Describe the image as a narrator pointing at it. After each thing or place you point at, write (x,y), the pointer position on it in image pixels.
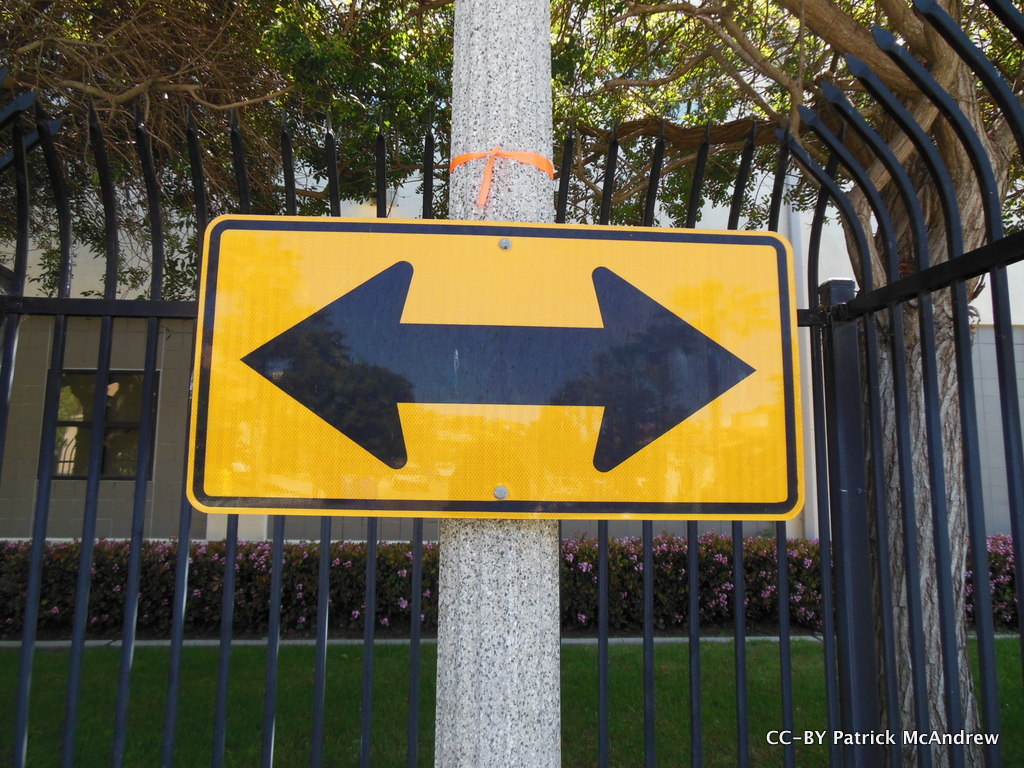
This picture is clicked outside. In the center (457,465) we can see a yellow color sign board (461,227) attached to the pole (494,718). In the background (833,439) we can see the metal rods (652,178), green grass (230,715), flowers (671,546), plants (629,546), trees (202,7), buildings (72,376). In the bottom right corner (804,732) we can see the text (964,732) on the image.
